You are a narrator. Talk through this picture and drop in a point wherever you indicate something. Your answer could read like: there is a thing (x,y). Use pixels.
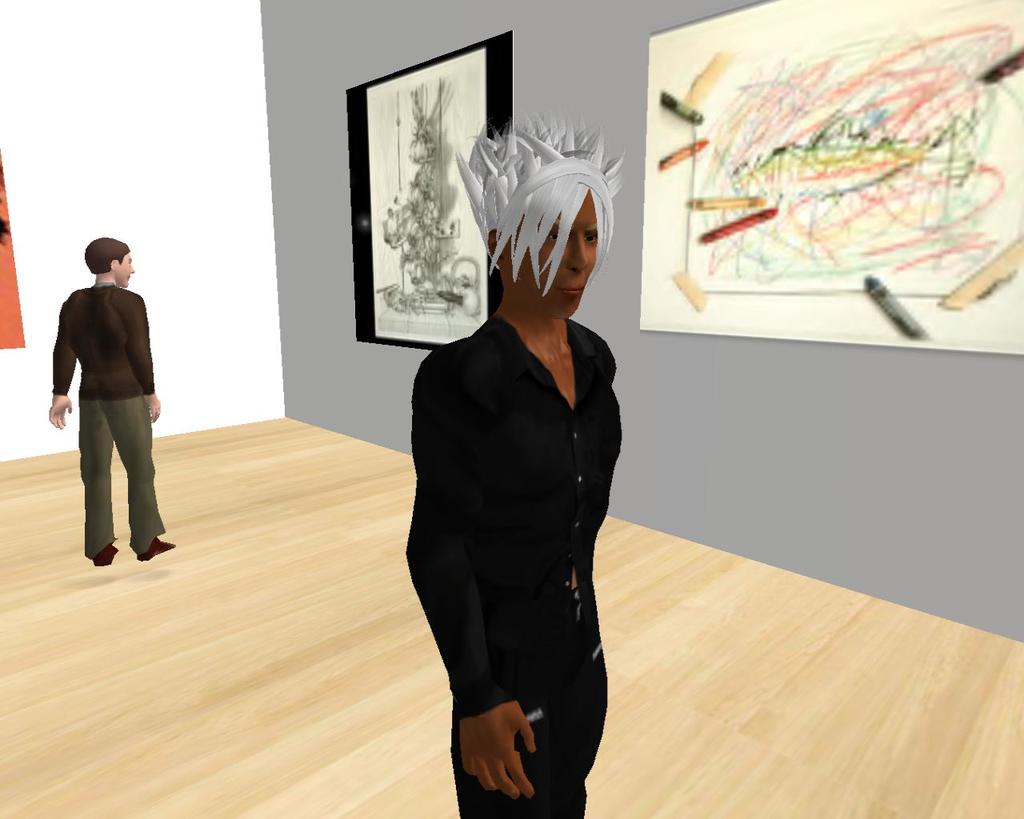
the picture is a animated image. In the center of the picture (444,451) there is a person (525,613) standing. On the right (722,293) there is a painting (826,299) to the wall (829,422). In the center of the background (408,231) there is another painting (379,199). On the left (112,436) there is a person (111,412) standing.
